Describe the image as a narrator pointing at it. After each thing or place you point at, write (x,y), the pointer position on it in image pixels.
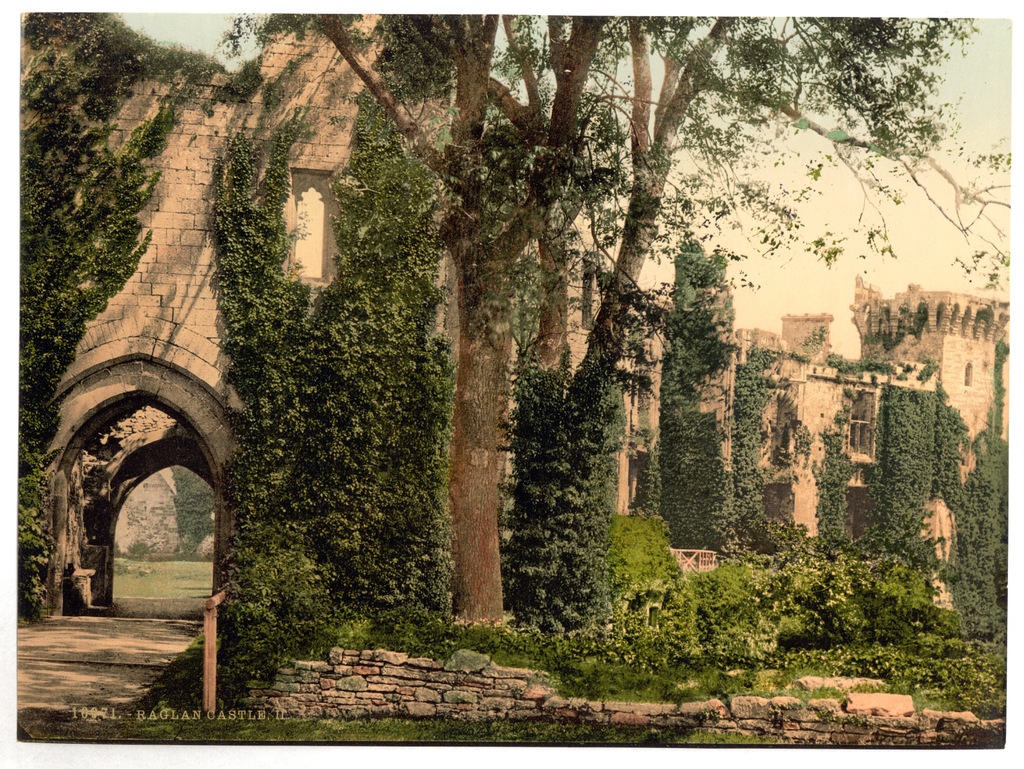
In this image there is a fort (197,415) with trees (519,565) and plants (680,627). In the background (901,253) there is the sky (844,258).
